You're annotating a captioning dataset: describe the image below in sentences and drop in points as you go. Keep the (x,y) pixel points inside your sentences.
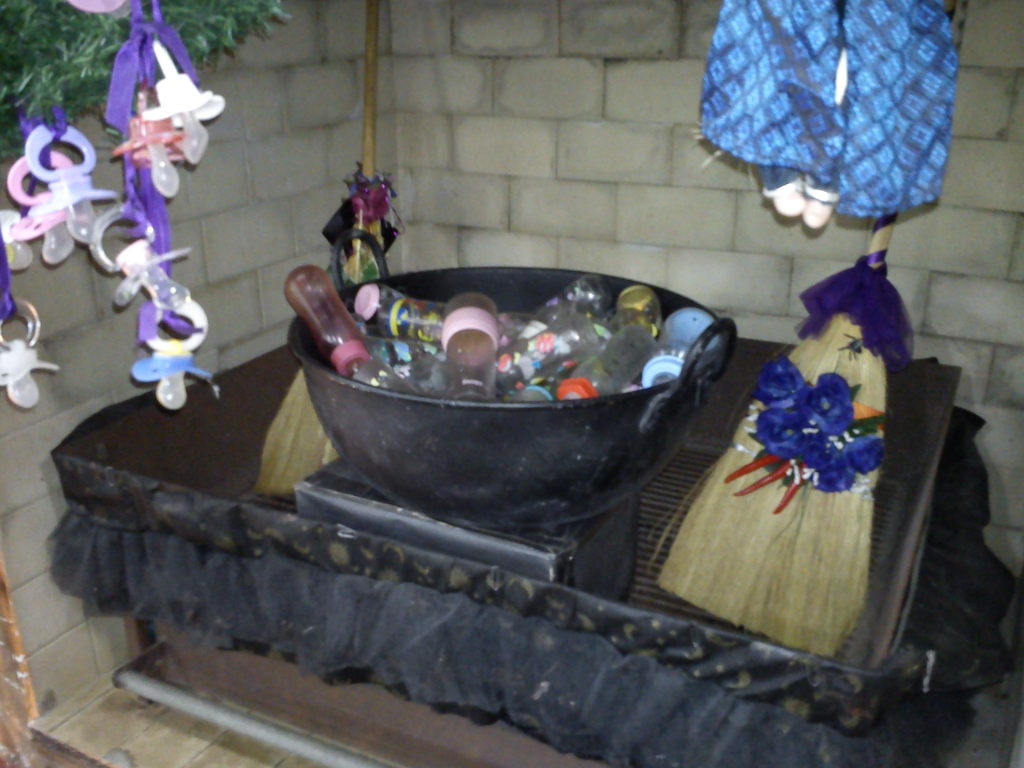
In the middle of the image (536,320), there are bottles (549,334) in a black color pan (677,298). Beside this pan (518,466), there are two sticks (882,234). On the left side (162,361), there are toys (134,243). On the right side (943,21), there is a cloth (890,162). In the background (569,38), there is a brick wall (309,77).
